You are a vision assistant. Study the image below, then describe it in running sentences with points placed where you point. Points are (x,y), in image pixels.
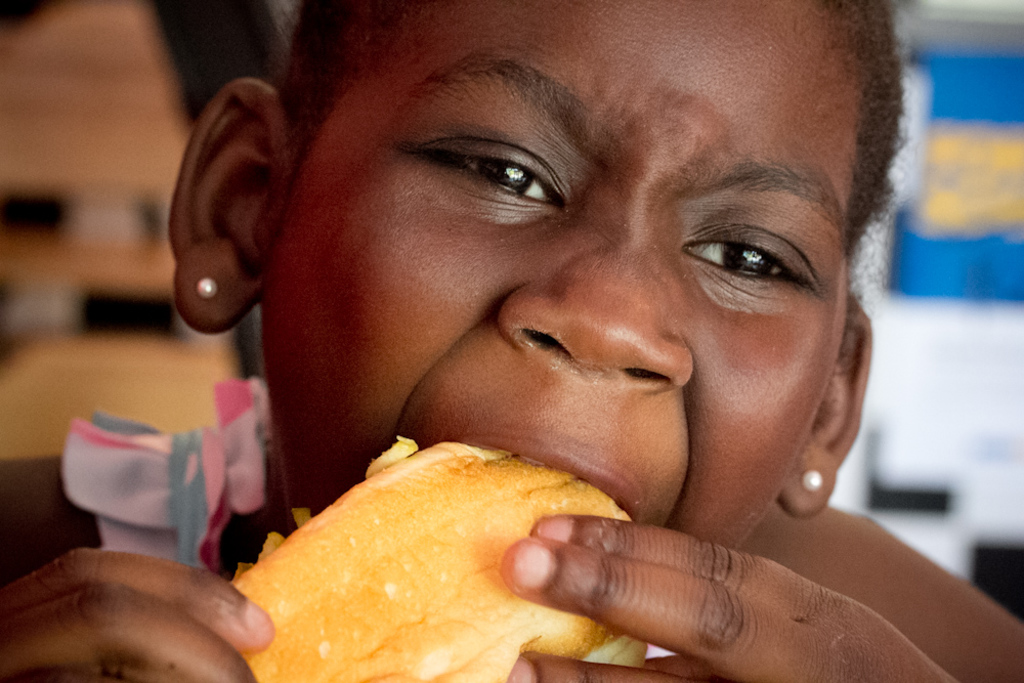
In this image there is a person (261,526) eating a food item (353,566), and there is blur background (129,1).
